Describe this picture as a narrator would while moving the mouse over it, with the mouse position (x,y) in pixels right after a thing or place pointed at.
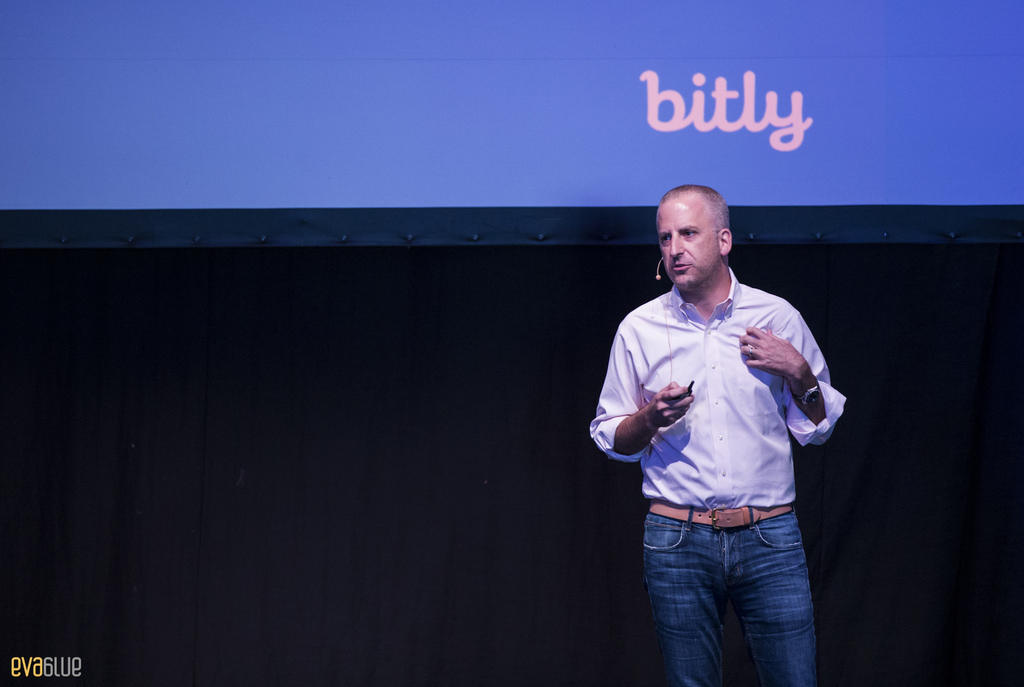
In this image we can see a man (706,598) standing on the floor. In the background (304,261) there are projector screen (311,149) and curtain (327,349).
